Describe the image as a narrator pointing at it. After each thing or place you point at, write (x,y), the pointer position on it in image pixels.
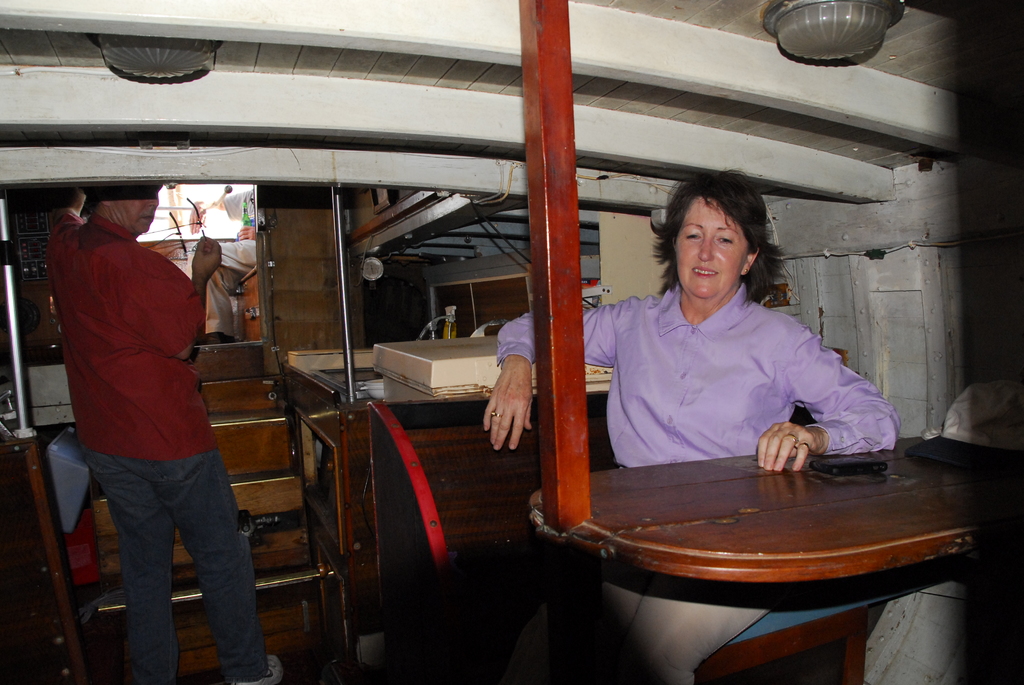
In this image we can see a man (135,255) is standing on the left side (153,253) and on the right side (758,390) there is a woman (769,421) is sitting on the chair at the table (681,523) and on the table (621,503) we can see a mobile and a cap (926,443) and we can see poles (349,380), steps (119,664), bottle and lights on the top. In the background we can see a person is sitting on a platform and holding a bottle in the hand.
